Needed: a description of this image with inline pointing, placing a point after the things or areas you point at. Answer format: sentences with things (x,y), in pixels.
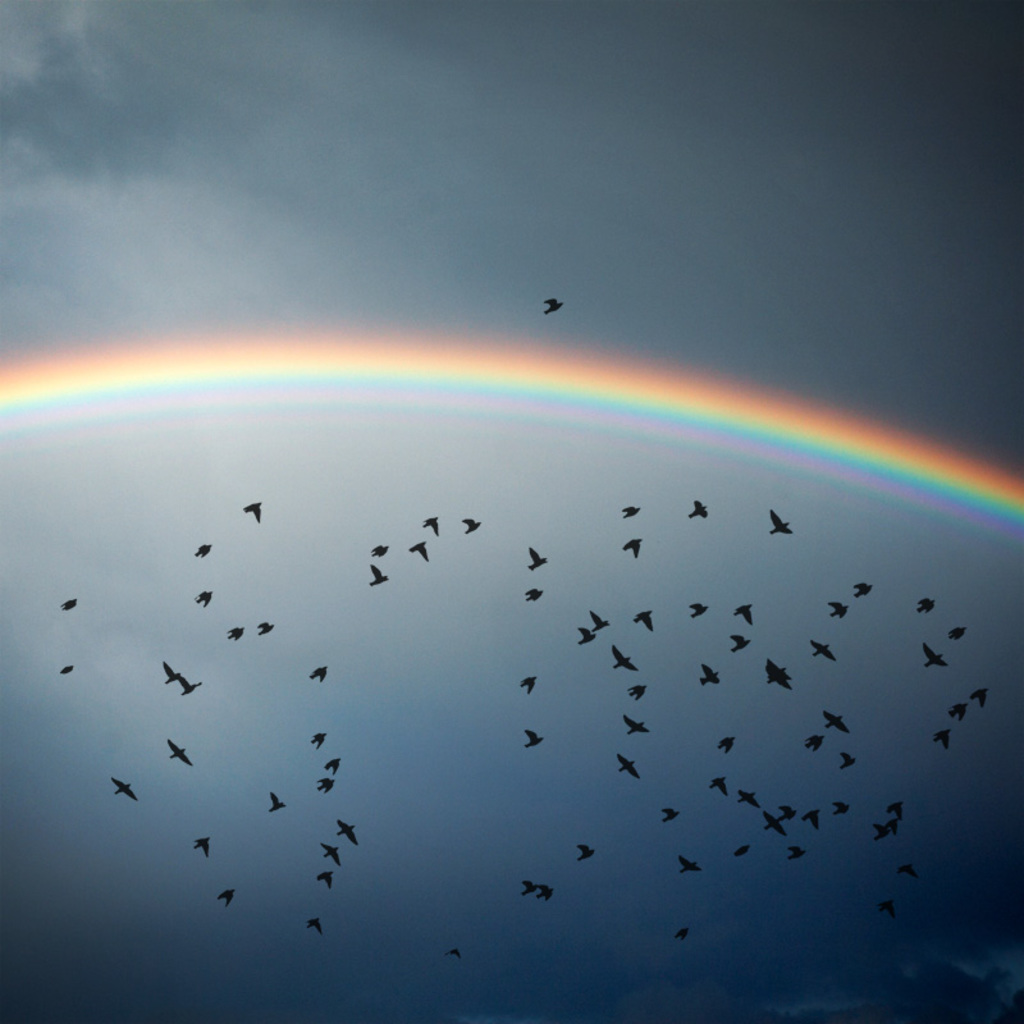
In the picture I can see few birds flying in the air (386,645) and there is a rainbow (694,398) above it.
